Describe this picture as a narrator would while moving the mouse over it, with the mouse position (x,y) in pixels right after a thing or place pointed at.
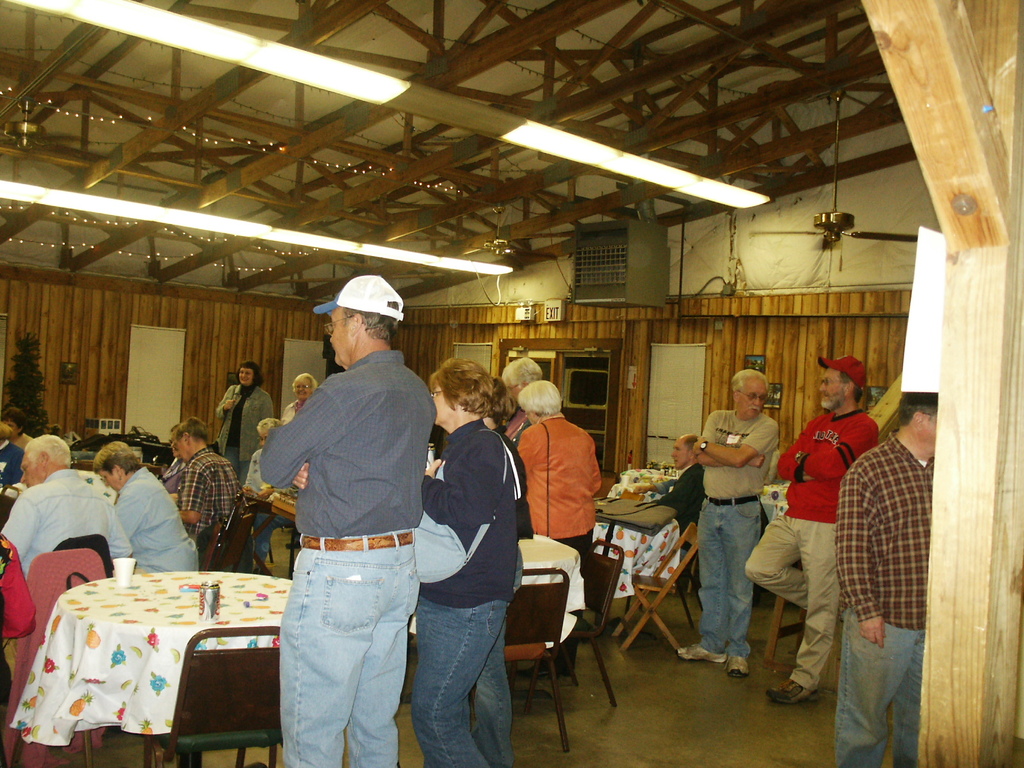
In this image we can see a group of people (346,449) standing on the floor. We can also see some people (48,510) sitting on the chairs (258,566) beside the tables (228,600) containing some glasses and tins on them. We can also see the window blinds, an ac vent (618,297) and a signboard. On the top of the image (535,241) we can see a roof (558,252) with some ceiling lights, wooden poles (485,235) and ceiling fans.
